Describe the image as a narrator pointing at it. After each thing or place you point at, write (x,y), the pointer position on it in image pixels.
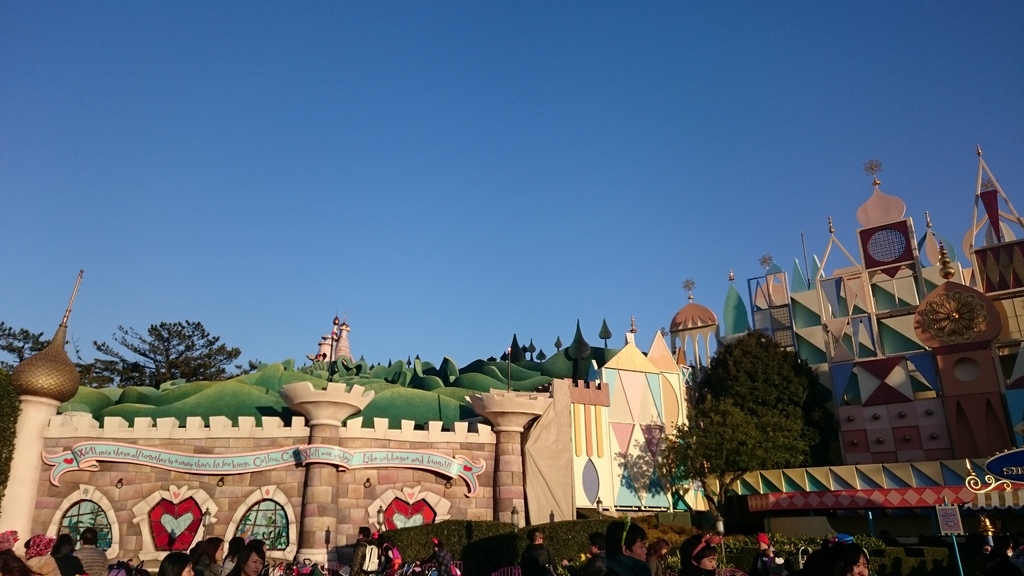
In this image we can see castle (862,391), trees (783,395), person's (72,548), name board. In the background (801,148) there is sky (577,132).
